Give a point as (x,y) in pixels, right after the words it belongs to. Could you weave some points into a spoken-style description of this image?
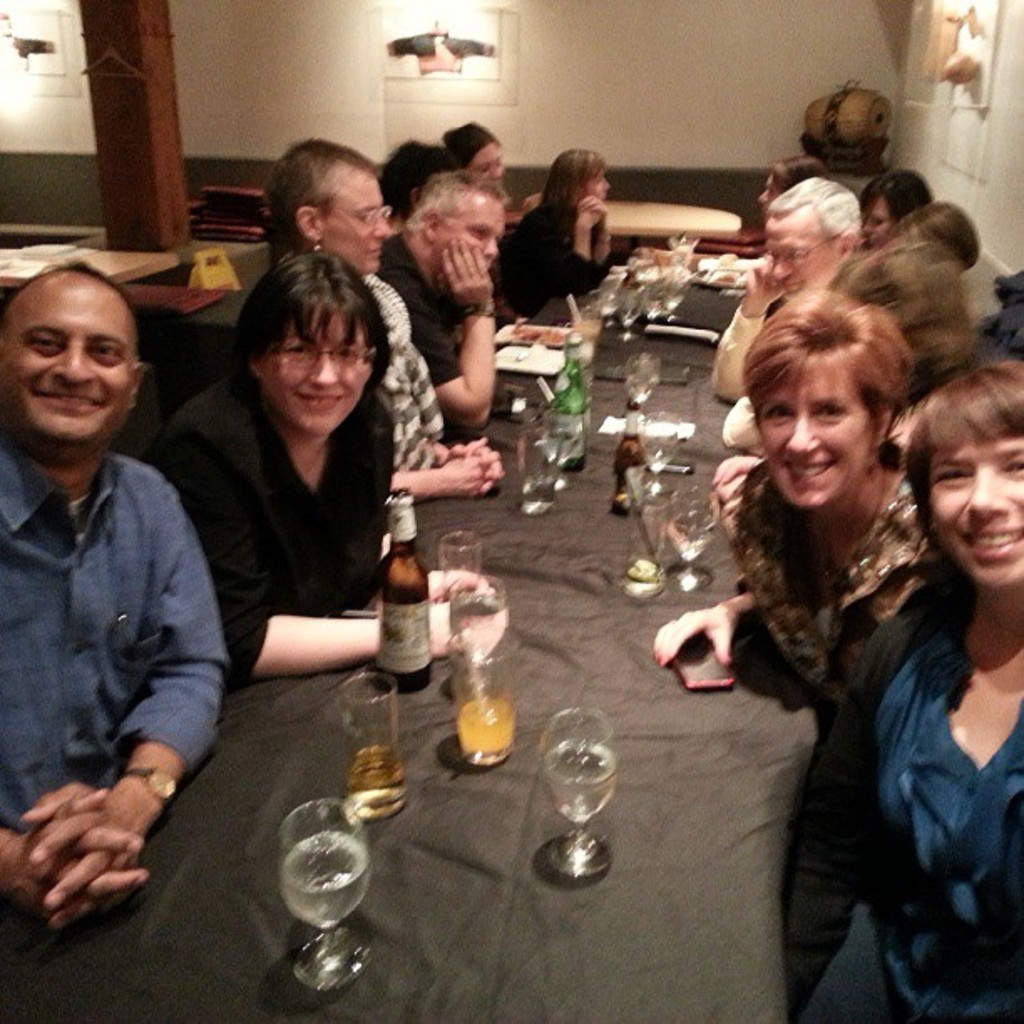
In this image we can see a group of persons (915,723) sitting. In front of the persons (336,571) we can see the drinks (340,909) on the table (542,770). Behind the persons (286,219) we can see the wall (197,168), tables (225,300) and a pillar (157,172). On the wall (575,73) we can see few objects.
